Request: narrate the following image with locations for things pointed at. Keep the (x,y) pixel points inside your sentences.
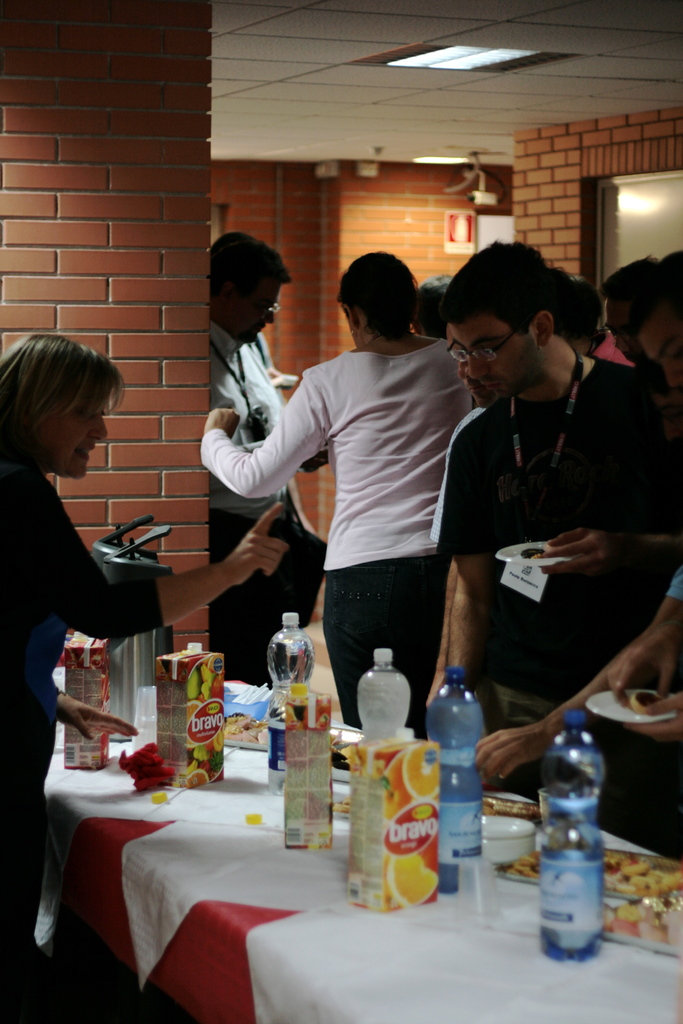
In this image i can see few persons (270,420) standing, there are few bottles (454,770) on a table (398,938), at the back ground (365,219) i can see a board (469,230) and a wall (393,220), at the top (399,48) i can see a light (451,53).
